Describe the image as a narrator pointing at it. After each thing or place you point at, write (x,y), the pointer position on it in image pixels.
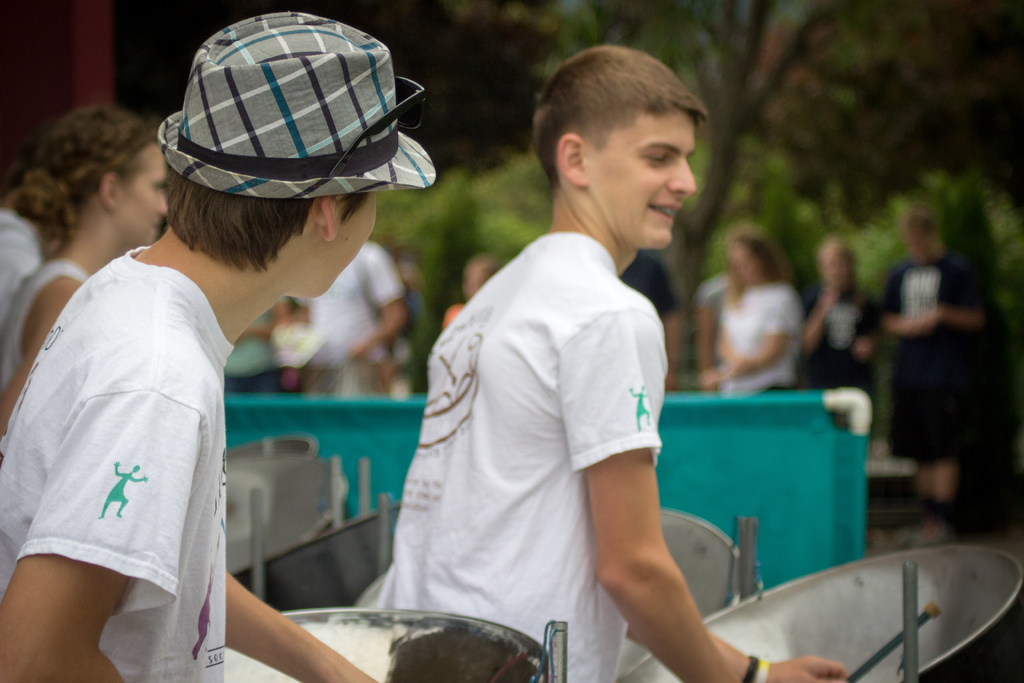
In the middle of the image (549,256) few people (28,541) are standing and holding some musical instruments (896,622). Beside them there is fencing (329,415). Behind the fencing (817,392) few people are standing and watching. Behind them there are some trees (988,148).
